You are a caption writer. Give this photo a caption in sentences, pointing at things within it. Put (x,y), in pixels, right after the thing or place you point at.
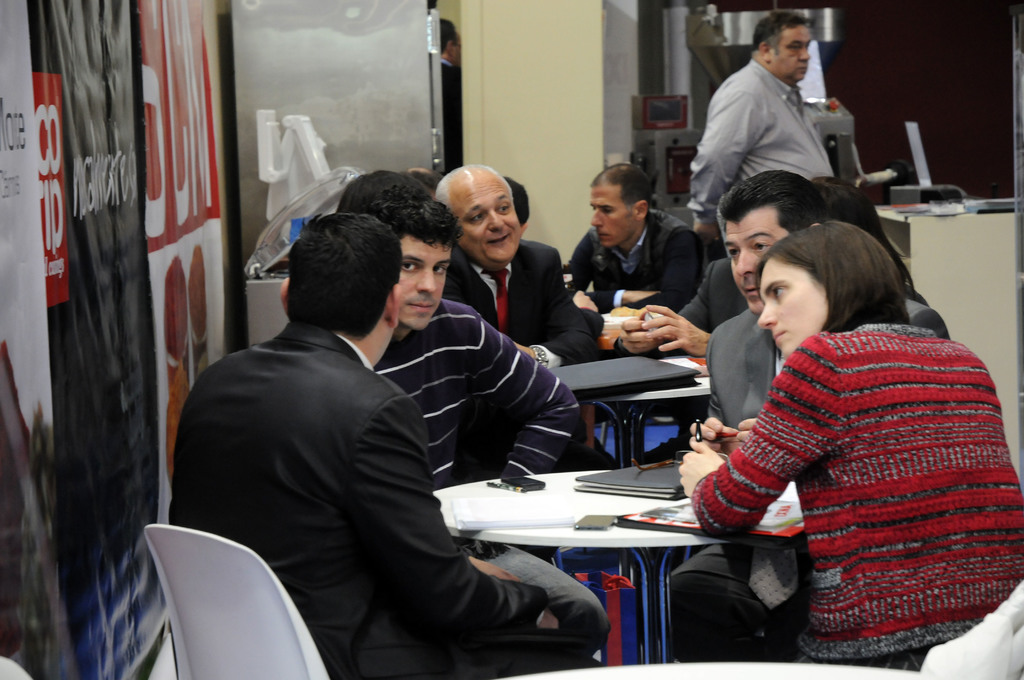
In this image there are tables (624,541), on that tables (632,397) there are few objects (651,475), around the tables (676,537) there are chairs (191,651), on that chairs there are people (864,565) sitting, on the left side (118,649) there is a banner (41,35), on that banner (41,35) there is some text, in the background (771,111) there is a man (771,125) standing and there are few machines (675,87).
